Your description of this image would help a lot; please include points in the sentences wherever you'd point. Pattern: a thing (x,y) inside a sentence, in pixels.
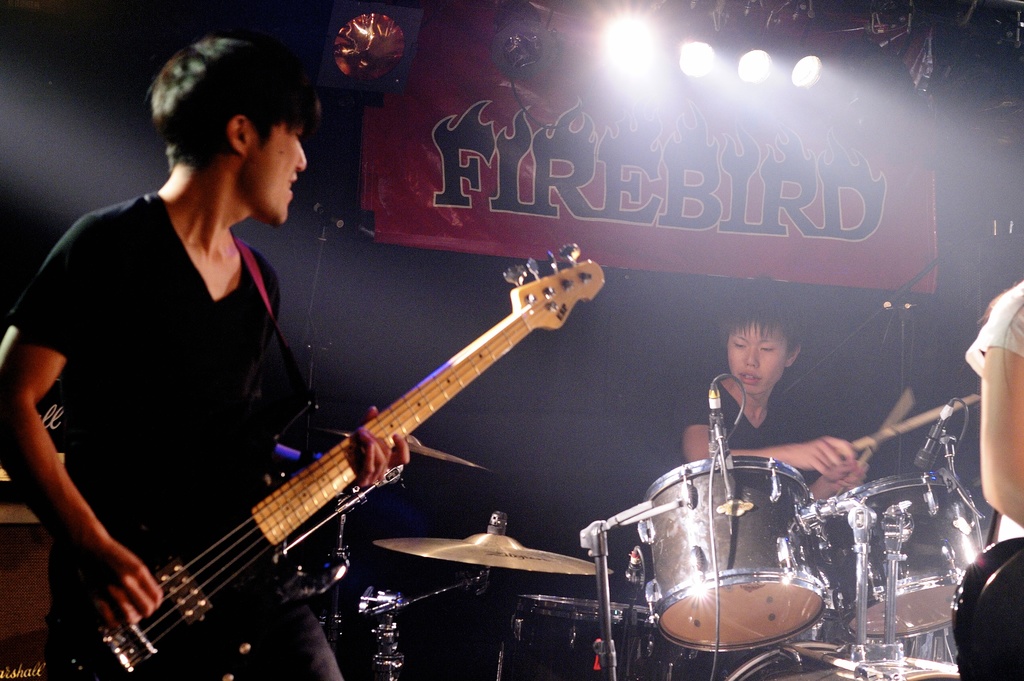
In this picture I can see there is a man (185,456) standing here on to left (176,371), he is playing the guitar (196,556) and there is another person (733,438) sitting in the backdrop (746,547) and playing the drum set (733,601) and there is another person (987,423) standing on right side (1005,493) and there is a banner (678,175) in the backdrop (675,185). There are lights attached to the ceiling (934,21).
